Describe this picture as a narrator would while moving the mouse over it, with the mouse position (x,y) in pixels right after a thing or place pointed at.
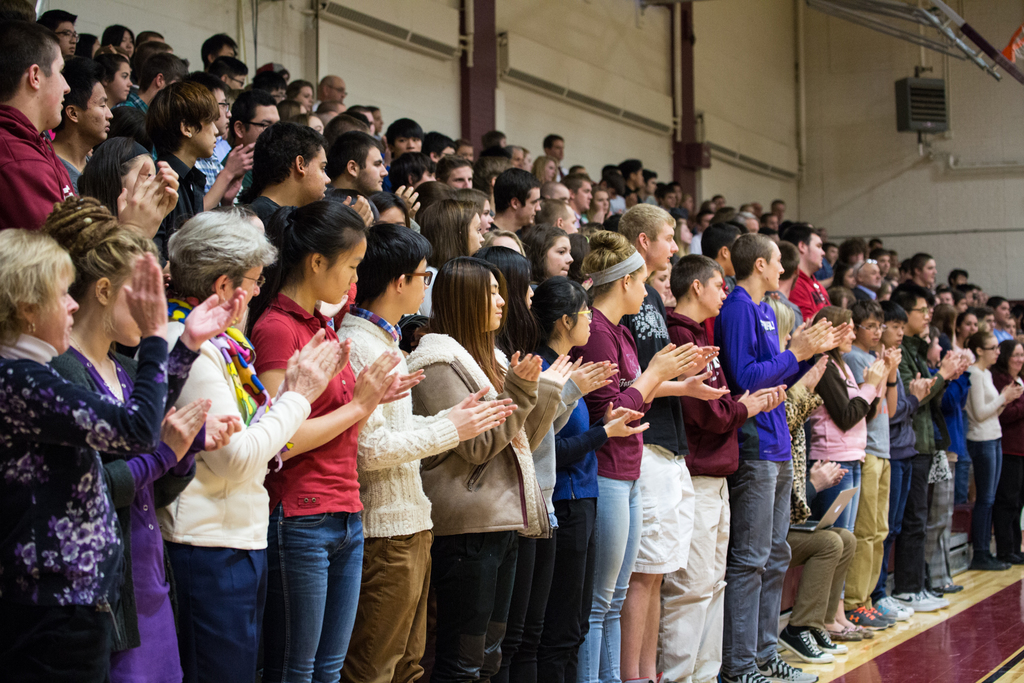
In this picture there are group of persons (505,257) standing and clapping their hands (175,407) and there are some other objects (971,50) in the right top corner (919,107).
